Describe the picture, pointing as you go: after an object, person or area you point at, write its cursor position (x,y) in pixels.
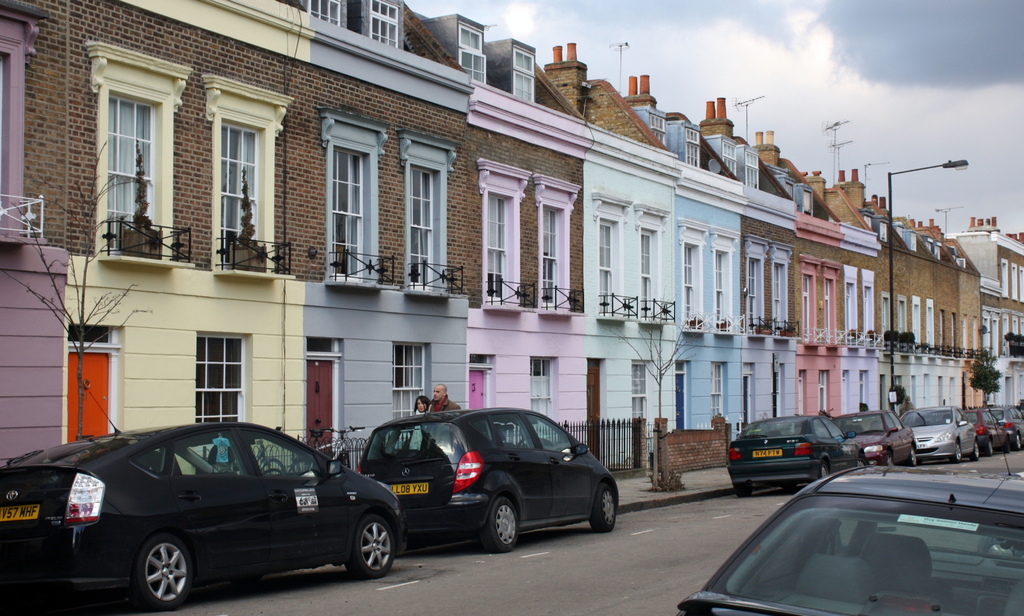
In this image in the center (444,286) there are some buildings (321,175), railing (638,443), poles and trees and lights (953,163) and there are some vehicles (163,541) on the road (672,536). At the top of the image (826,62) there is sky (764,71).
